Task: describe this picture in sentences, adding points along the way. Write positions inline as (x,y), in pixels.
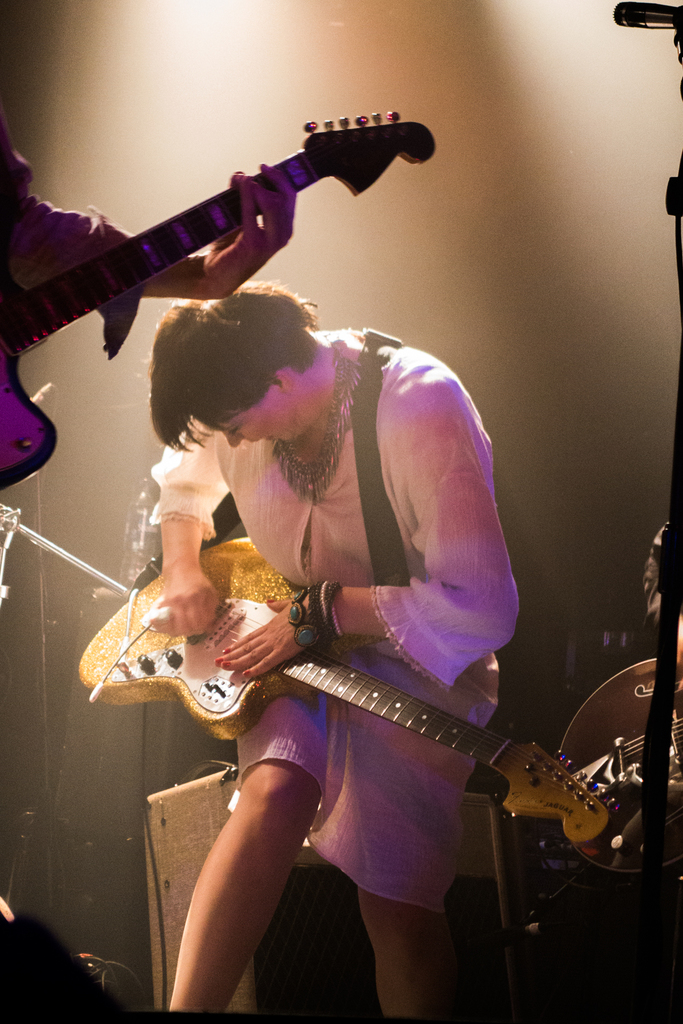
This woman (452,591) wore white dress (331,570) and playing a guitar (243,683). Backside of this woman (393,641) there is a box (196,812). Other person (27,220) is also holding a guitar (20,335).
